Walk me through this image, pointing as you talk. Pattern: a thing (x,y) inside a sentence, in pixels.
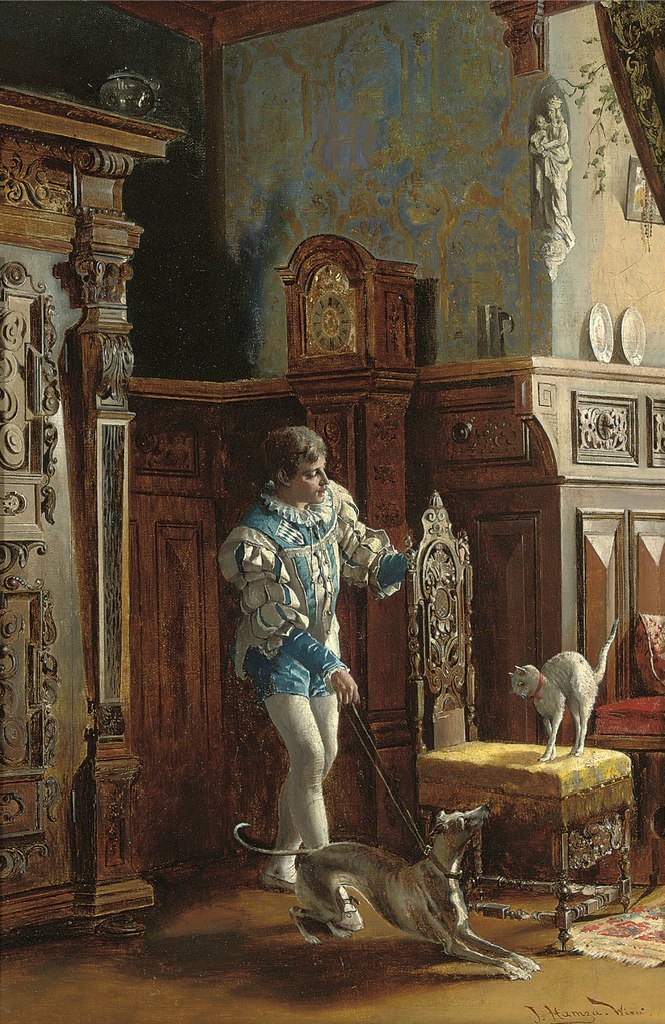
This is an art image in which we can see a person (264,643) wearing costume (289,791) is holding a dog (299,895) and we can see a cat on the chair (515,808). In the background (491,685), we can see wooden cupboards (1,656), clock (393,754) and the wall (141,40).
